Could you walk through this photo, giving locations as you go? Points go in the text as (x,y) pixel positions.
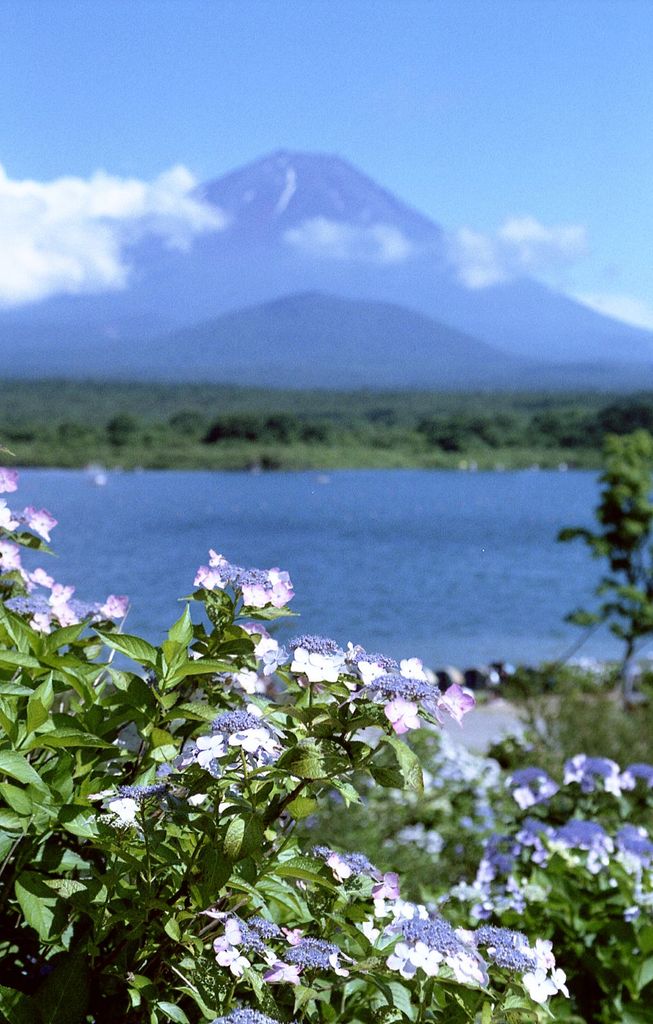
In this image I can see at the bottom (521,753) there are flower plants (360,806), in the middle (319,614) it looks like a pond (410,557). There are trees (128,420), at the back side (313,341) there are hills (332,317), at the top (332,103) it is the sky (315,140).
